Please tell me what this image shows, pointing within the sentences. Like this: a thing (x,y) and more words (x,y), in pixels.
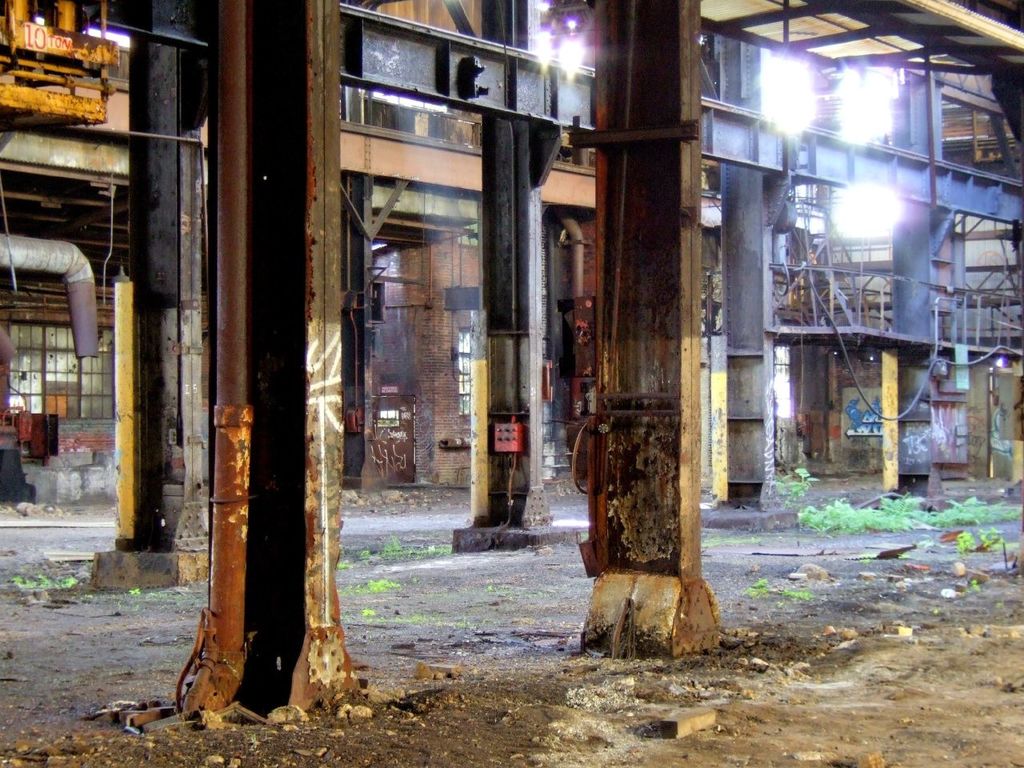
In this image, we can see few pillars (765,497), brick walls (414,381), pipes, rods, lights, glass windows (51,359). At the bottom of the image (520,725), we can see ground (831,760), few stones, plants (906,520). In the middle of the image (519,447), we can see some red color box (508,440) here.
